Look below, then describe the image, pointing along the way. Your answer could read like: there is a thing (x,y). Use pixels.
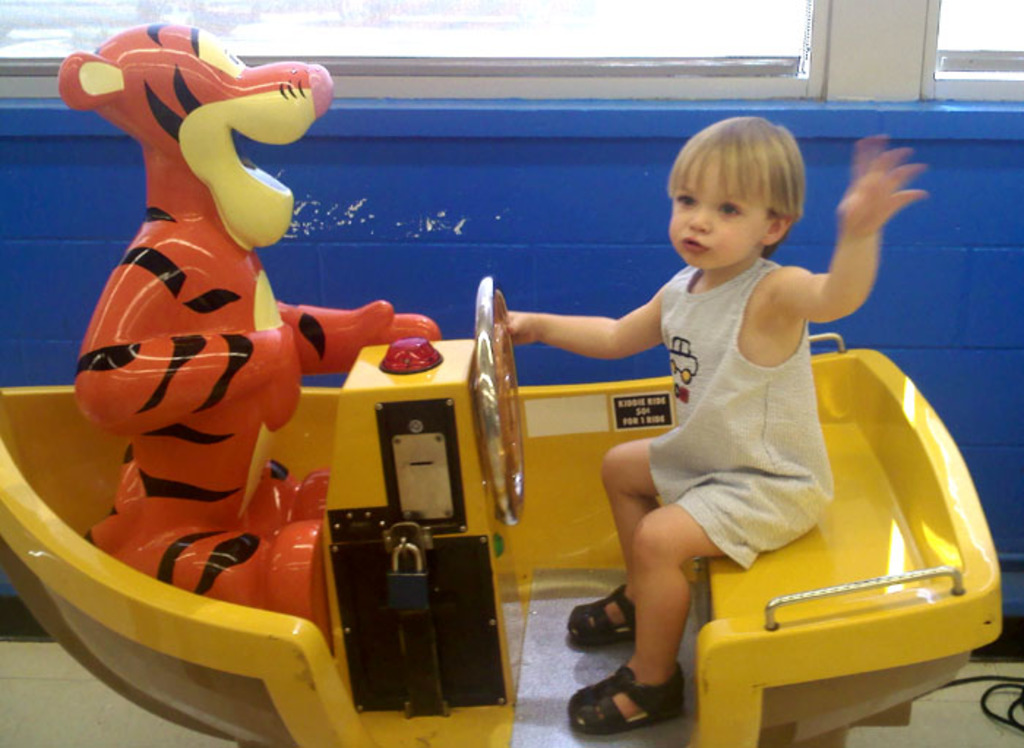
In this image there is a boy (667,448) sitting in a toy car (732,582) which is yellow in colour. In front of the boy (698,413) there is a statue (231,343) and the car (391,457) is yellow in colour. In the background (449,158) there is a wall (449,169) which is blue in colour and there is a window (526,34).
